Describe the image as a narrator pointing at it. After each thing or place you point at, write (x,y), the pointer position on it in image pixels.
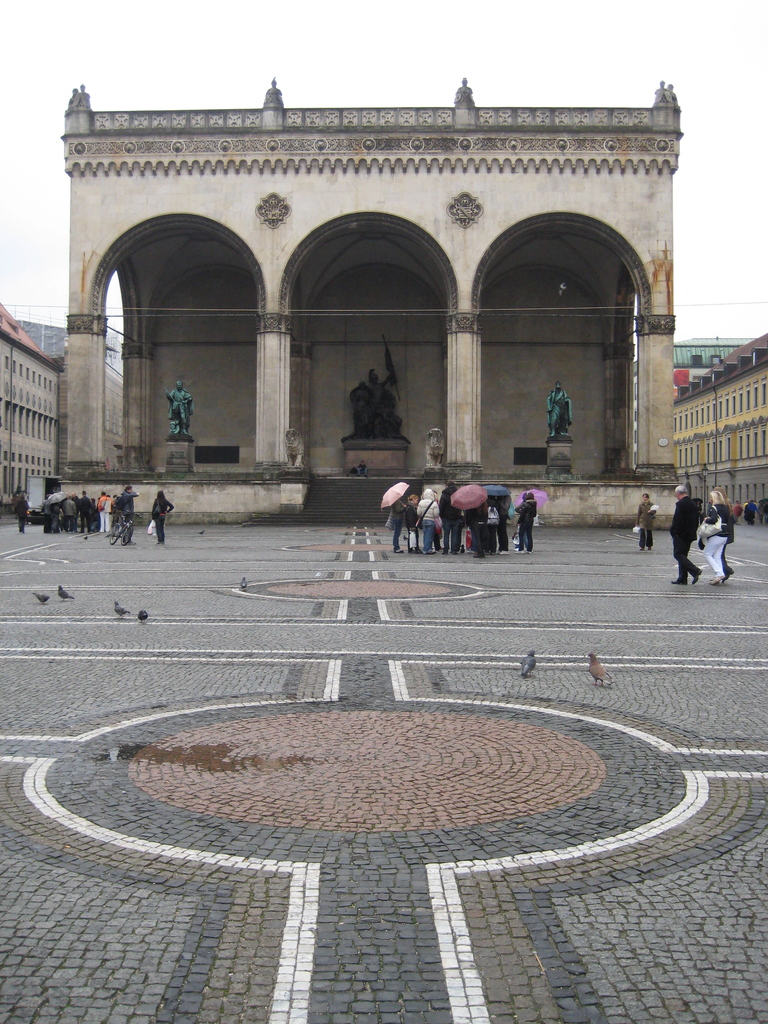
In this image, we can see people (695,508) wearing clothes (397,543). There are buildings (324,450) and statues (567,431) in the middle of the image (388,488). There are birds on the left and on the right side of the image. At the top of the image (416,65), we can see the sky (287,28).
